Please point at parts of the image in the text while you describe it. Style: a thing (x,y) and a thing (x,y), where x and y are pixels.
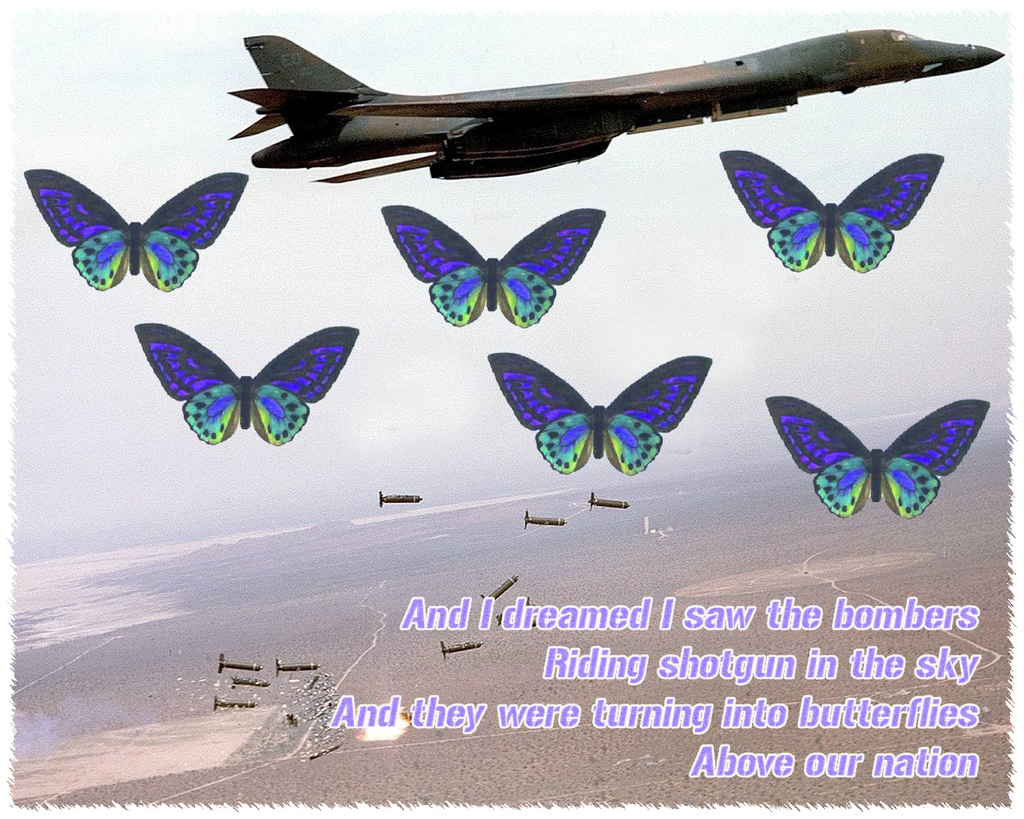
In the picture we can see an aircraft (424,138) which is flying in the sky (23,240), there are some images of butter flies (256,413) and we can see some bombs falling down on the ground (342,522) and in the background of the picture (425,347) there is clear sky (437,399), at the bottom of the picture (806,612) we can see some words (775,761).
